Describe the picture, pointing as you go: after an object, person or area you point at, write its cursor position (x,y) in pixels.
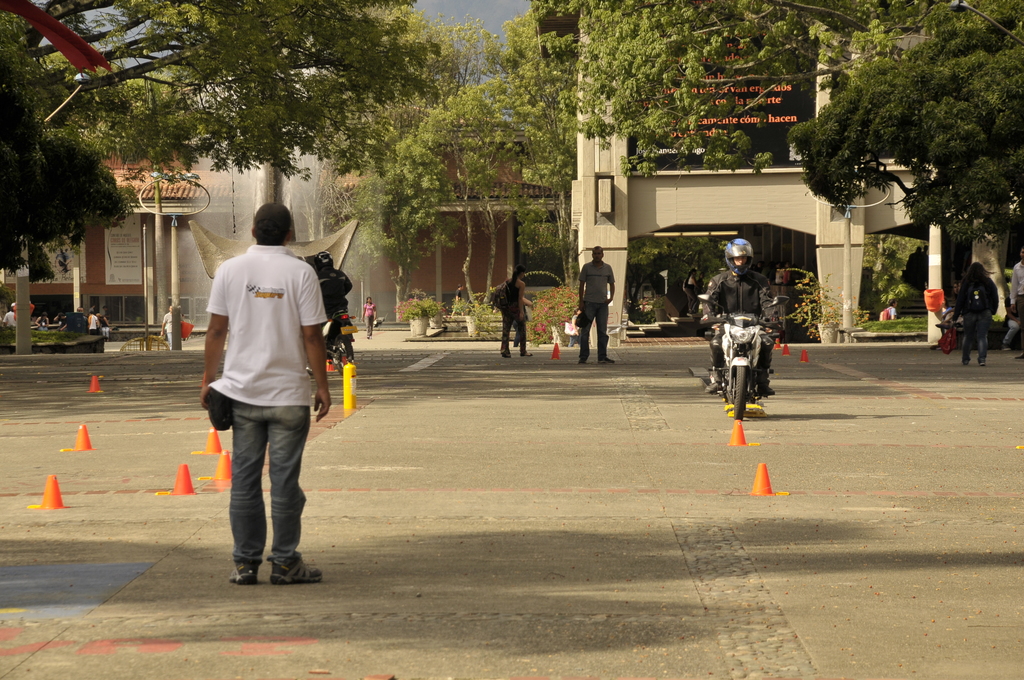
In this image I can see some people (305,358). I can see the vehicles (731,375) on the road (330,414). In the background (377,265), I can see the trees (259,124) and the buildings (575,192) with some text (725,119) written on it.
